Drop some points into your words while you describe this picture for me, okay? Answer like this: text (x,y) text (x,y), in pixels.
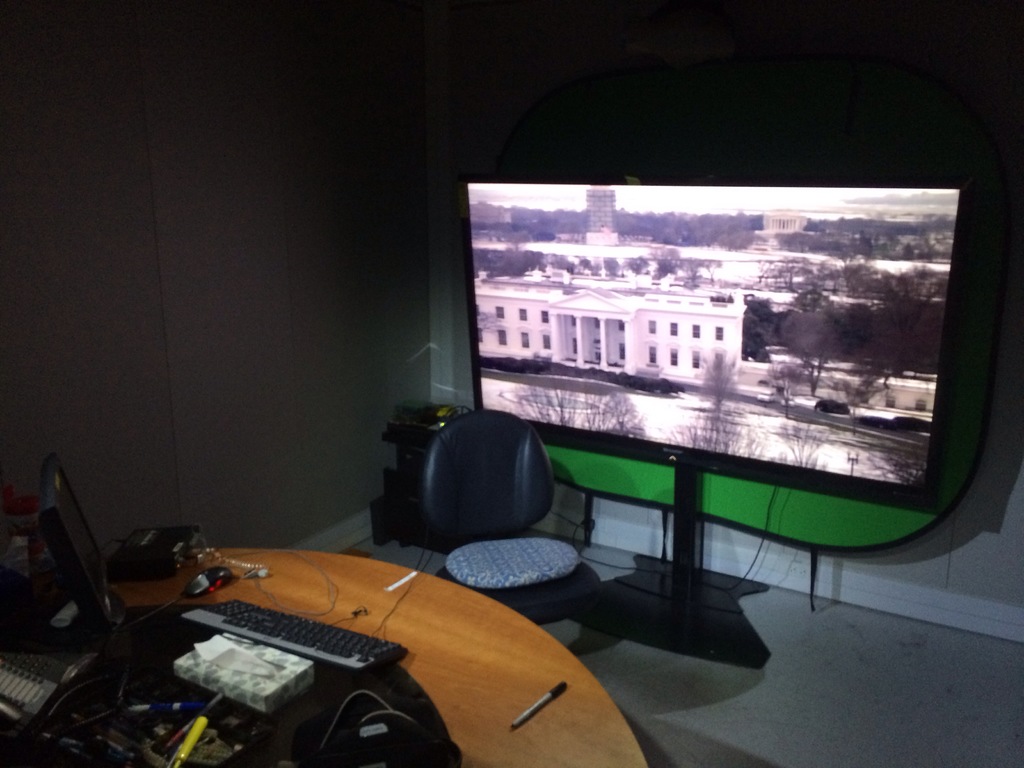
In this image I can see the inside view of room (90,149) where we can see monitor screen (622,277) on a stand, in-front of that there is a table (519,734) with some other electronic items (89,580).
